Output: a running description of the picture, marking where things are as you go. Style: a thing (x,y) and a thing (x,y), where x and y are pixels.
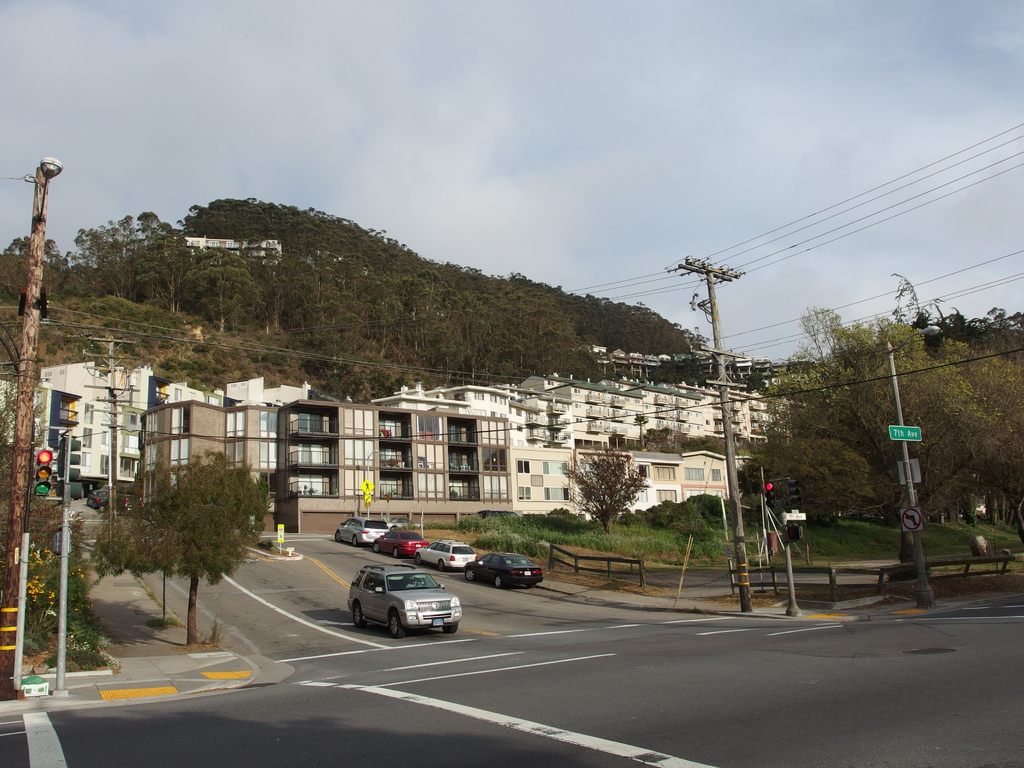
In this picture we can see some vehicles (374,528) on the road (399,560). On the left (34,349) and right side of the vehicles (410,601) there are poles (35,362) with lights (76,462), traffic signals (36,485) and lights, and electric poles (722,275) with cables (153,336). Behind the vehicles (397,533) there are buildings (401,412), trees (447,265) and the sky (583,152).
